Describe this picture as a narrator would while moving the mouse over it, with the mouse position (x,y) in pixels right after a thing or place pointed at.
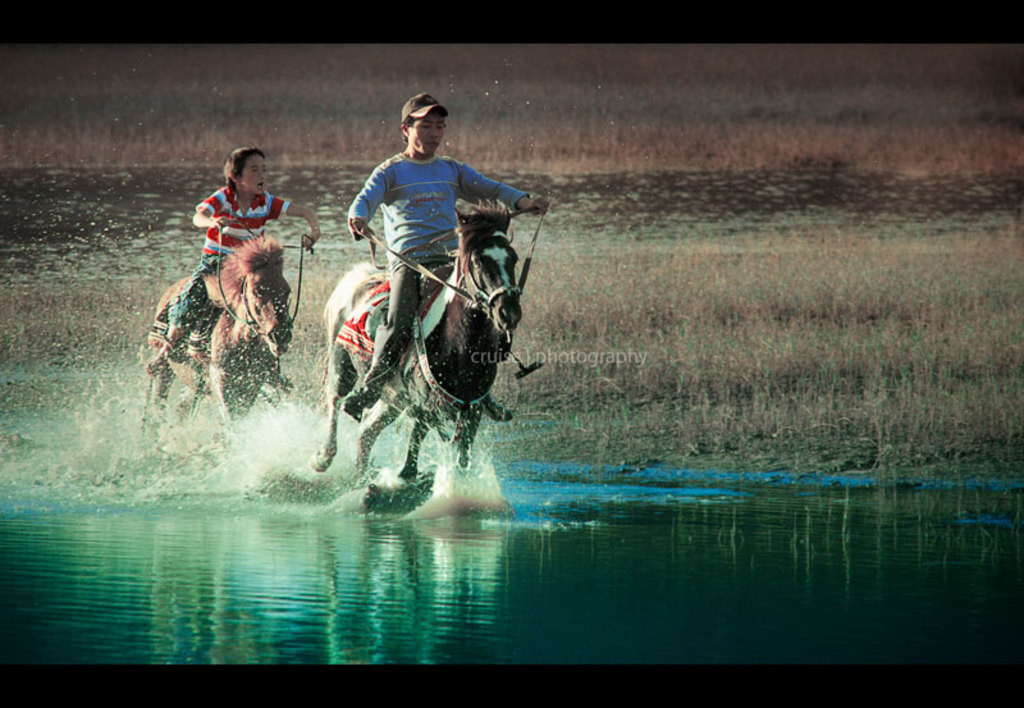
In this picture I can see there are two persons (415,242) riding the horses (495,279) and they are wearing t-shirts (436,231) and a cap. There is grass (371,137) in the backdrop (384,99).
